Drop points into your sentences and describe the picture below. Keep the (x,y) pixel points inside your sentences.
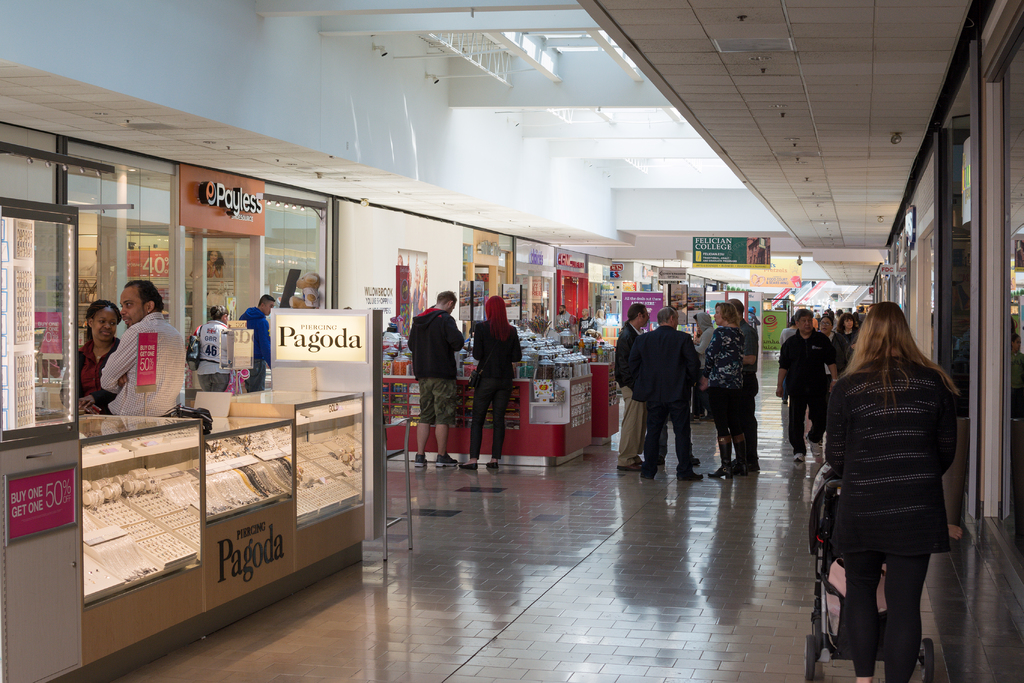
In the image it looks like some shopping complex (528,494), there are plenty of stores (520,272) and there are many people (261,343) buying the objects (392,323) by standing around those stores (306,327) and on the right side (902,524) there is a woman (835,540) carrying a baby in a trolley (832,524).
